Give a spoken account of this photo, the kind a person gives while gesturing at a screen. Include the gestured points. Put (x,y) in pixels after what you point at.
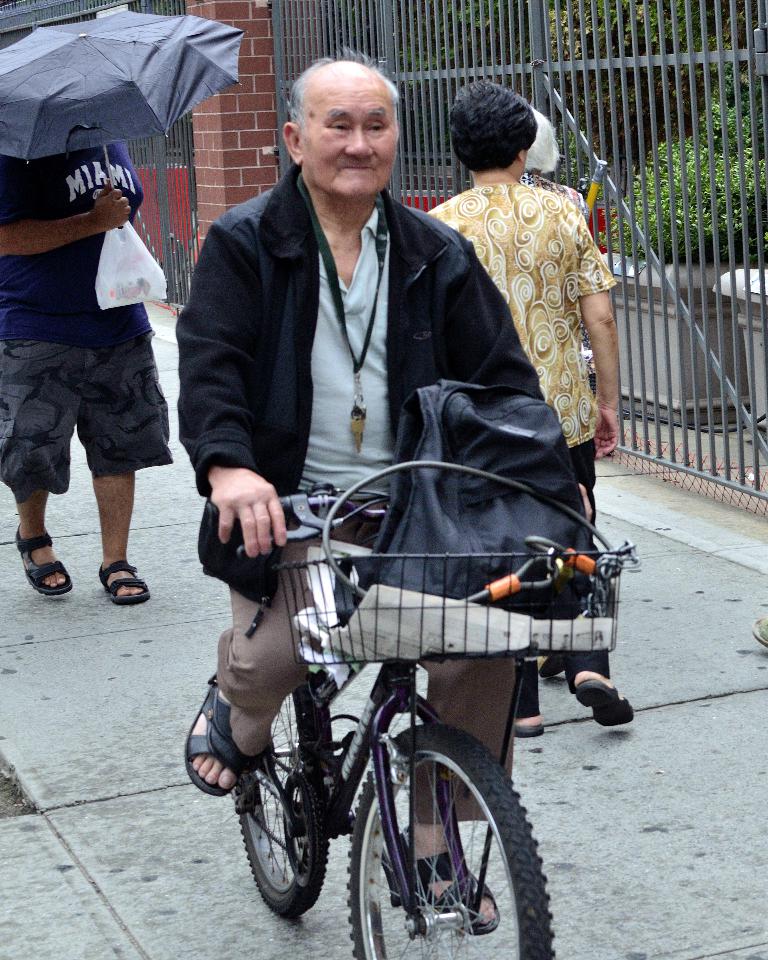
The person (285,349) wearing black jacket (259,374) is riding a bicycle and there is another women (534,237) behind him and there is another person (70,240) holding an umbrella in the left corner (65,225).
